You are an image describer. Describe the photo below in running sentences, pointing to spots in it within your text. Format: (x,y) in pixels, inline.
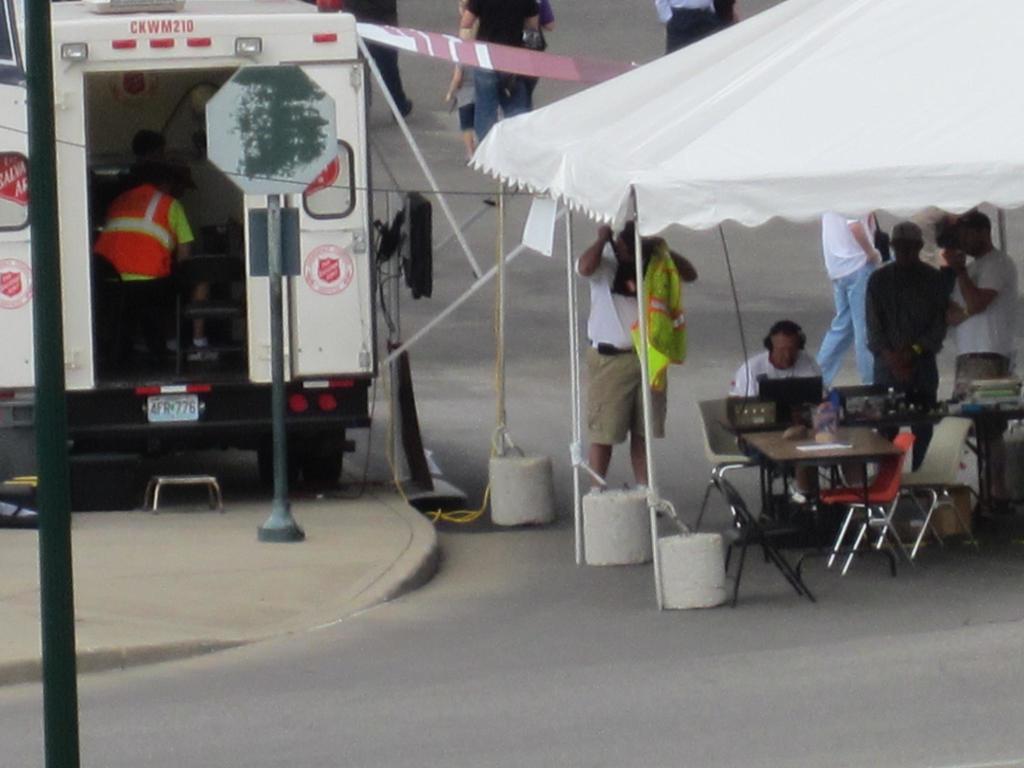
This image is clicked on the roads (573,554). To the left (151,427), there is ambulance (130,136). To the right (803,46), there is a tent (901,64) under which many people (865,357) are standing. There is also table (822,454) and chair (874,479) in the right of the image (822,472).
